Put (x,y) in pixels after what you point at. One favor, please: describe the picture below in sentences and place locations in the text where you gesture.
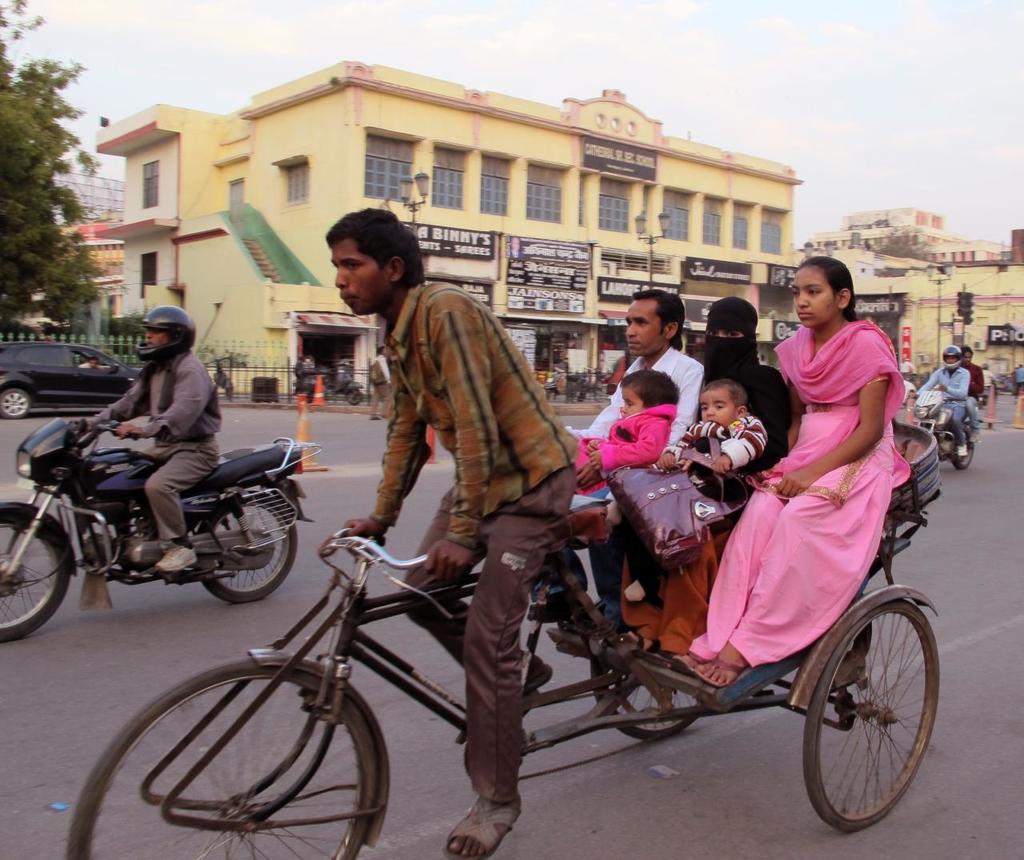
this picture shows a man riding tricycle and another man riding motorcycle (20,561) and we see a building (479,204) and a tree (71,250).
